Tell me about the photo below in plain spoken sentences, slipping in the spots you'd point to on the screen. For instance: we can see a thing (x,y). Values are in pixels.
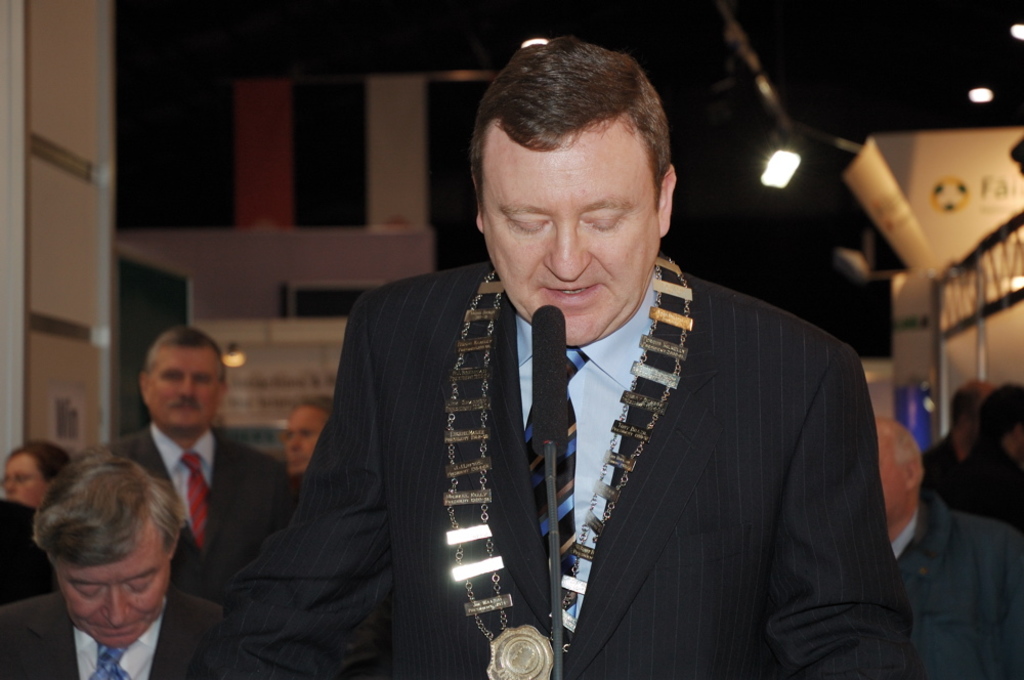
In this image, we can see a person (684,527) in a suit (635,509) is talking in-front of a microphone (554,444). Background (941,619) we can see a group of people (983,485), rods (1005,304), banners (1000,209) and lights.
